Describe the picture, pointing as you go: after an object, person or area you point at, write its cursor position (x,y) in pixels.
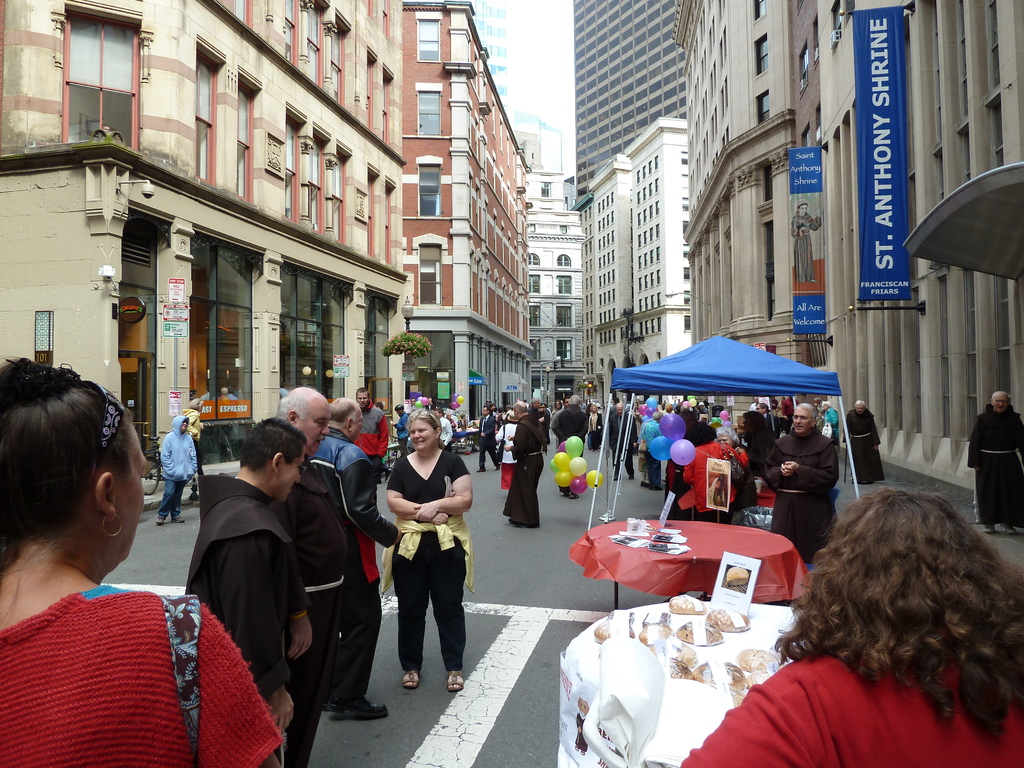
There are groups of people (324,485) standing. These are the colorful balloons (643,415). I can see the buildings (444,182) with the windows (317,299) and glass doors (211,340). This looks like a small tree (400,345). These are the banners (885,122) hanging. I think this is a canopy tent (709,374). I can see two tables (717,572) covered with the clothes (699,572). There are few objects (672,651) placed on the tables (722,545).
